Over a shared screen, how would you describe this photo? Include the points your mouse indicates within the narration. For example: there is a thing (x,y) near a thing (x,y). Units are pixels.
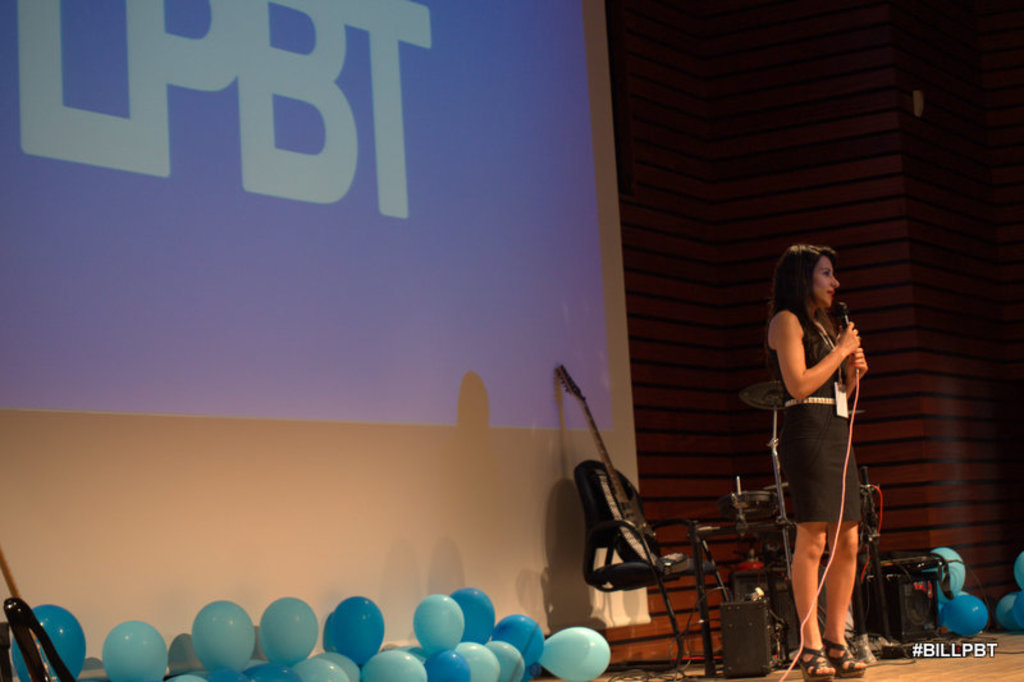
This image is clicked in an Auditorium (754,515). There is a person (826,367) standing on the right side (813,486). She is wearing black colour dress (830,451). She holding a mic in her hand (865,357), there is a guitar (629,483) behind her on a chair (613,544). There are balloons (267,627) in the bottom (376,618) and there are speakers (888,590) in the bottom (909,618). There is a screen (443,323) on the left side (311,334).
